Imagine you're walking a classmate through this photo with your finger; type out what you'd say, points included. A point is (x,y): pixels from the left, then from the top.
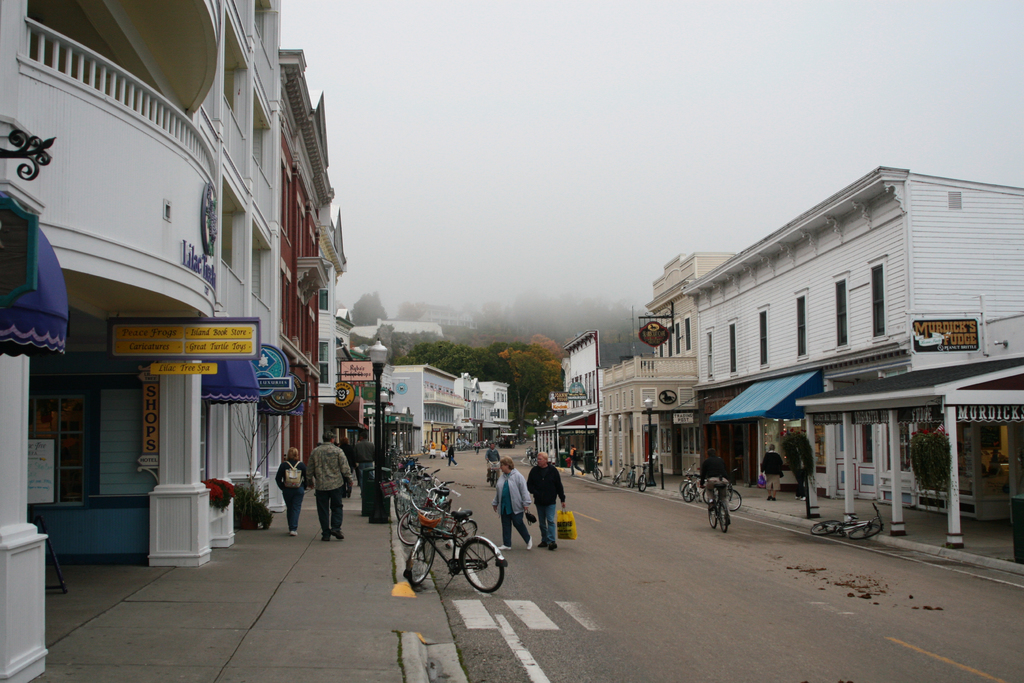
In this image we can see people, bicycles (392,498), bins (367,481), poles (376,465), lights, plants (933,463), boards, pillars (30,612), buildings (87,130), and trees (540,420). In the background (637,198) there is sky (758,34).
